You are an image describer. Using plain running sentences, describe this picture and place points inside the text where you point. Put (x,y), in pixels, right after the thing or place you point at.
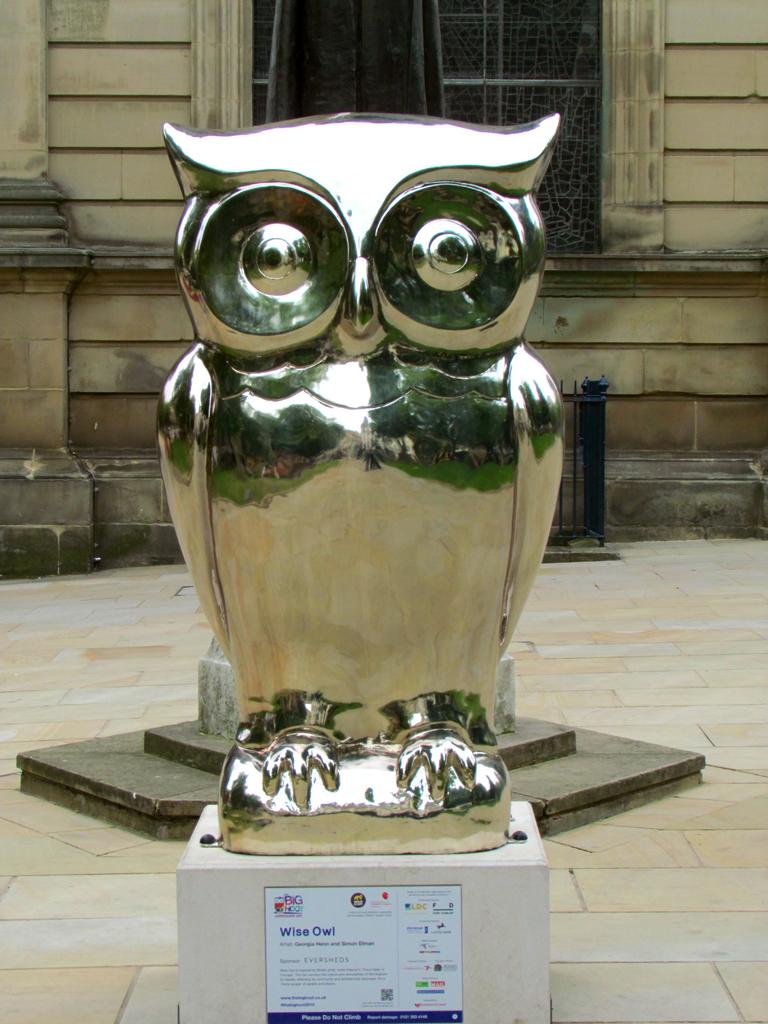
In this image I can see a statue (478,699) in silver color, background (550,17) I can see the building (114,140) in brown color and I can also see a window (263,104).
